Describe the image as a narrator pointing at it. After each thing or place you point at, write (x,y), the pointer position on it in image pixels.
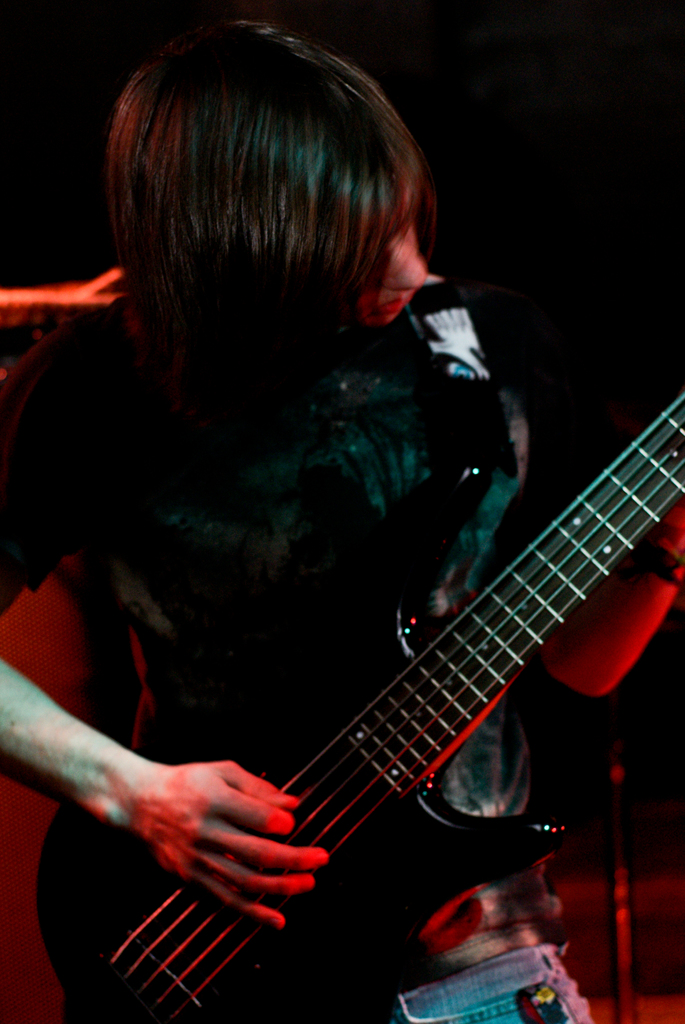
In this picture I can observe a woman (176,686) playing a guitar (291,761) in her hand (264,915). The guitar (66,873) is in black color. The background (456,93) is completely dark.
